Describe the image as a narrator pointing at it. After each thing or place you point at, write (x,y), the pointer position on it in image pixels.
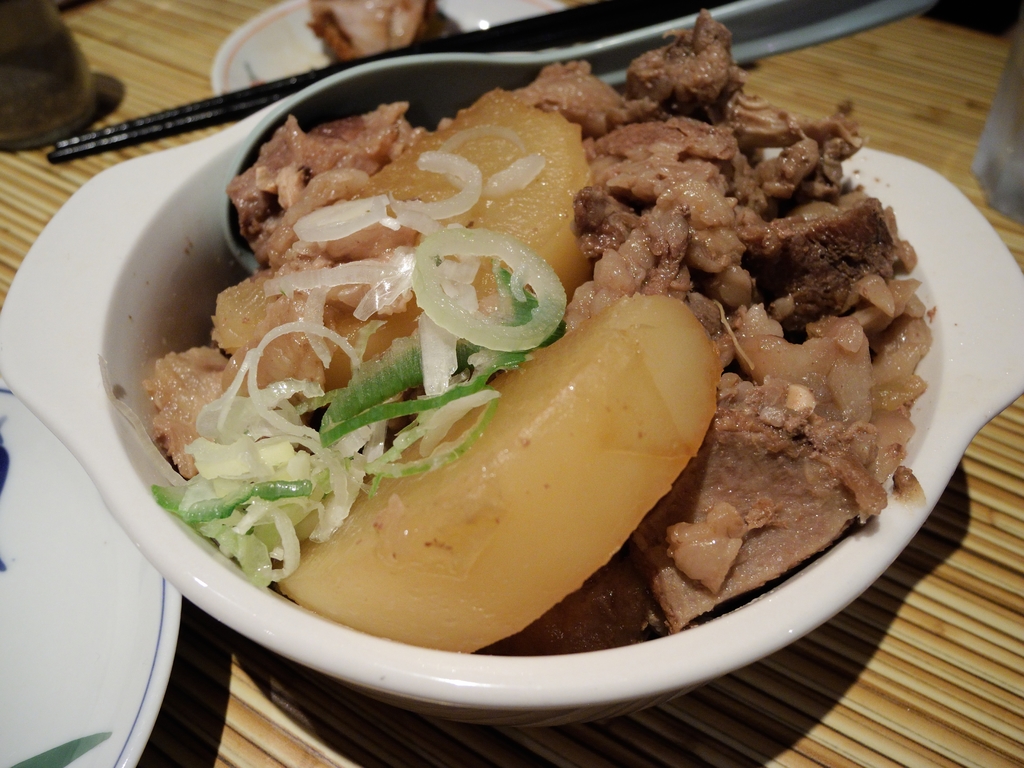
In this image there is a bowl (941,276) having some food (406,294) and spoon (390,88) in it. Beside there is a plate (74,668). Top of image (369,46) there is a plate (278,28) having food (313,21) and chopsticks (552,14) in it. On table (440,763) there are two glasses (996,169).
